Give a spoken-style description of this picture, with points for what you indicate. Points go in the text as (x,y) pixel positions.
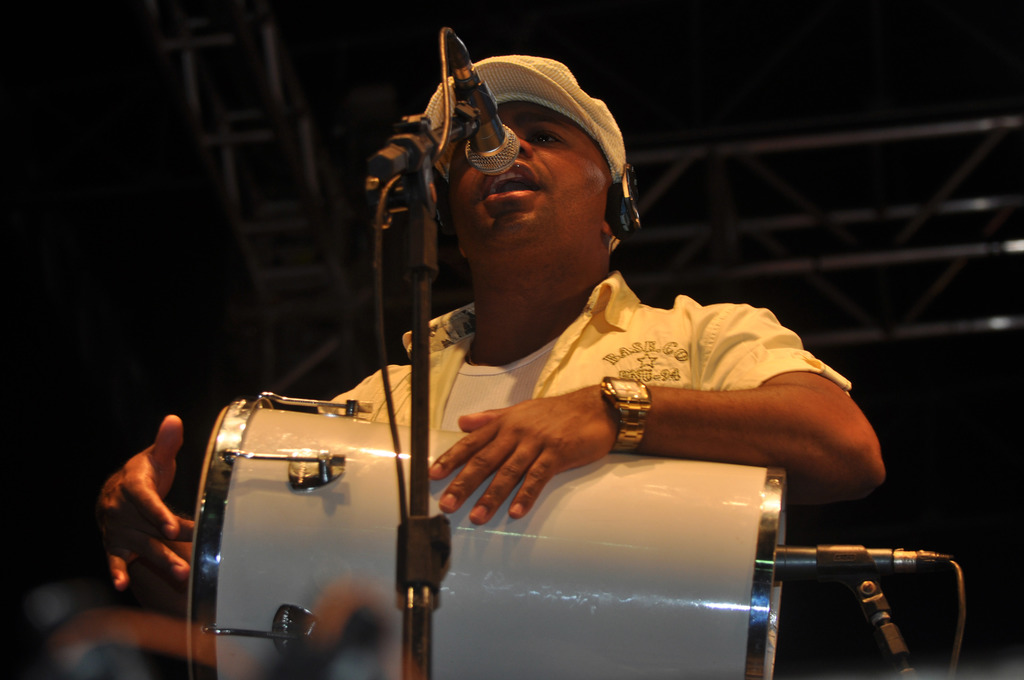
He is standing. He is wearing a watch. He is singing a song. He is holding a musical drum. He is wearing a headphone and cap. He is singing a song. We can see in background (268,202) black color curtain (138,58).
